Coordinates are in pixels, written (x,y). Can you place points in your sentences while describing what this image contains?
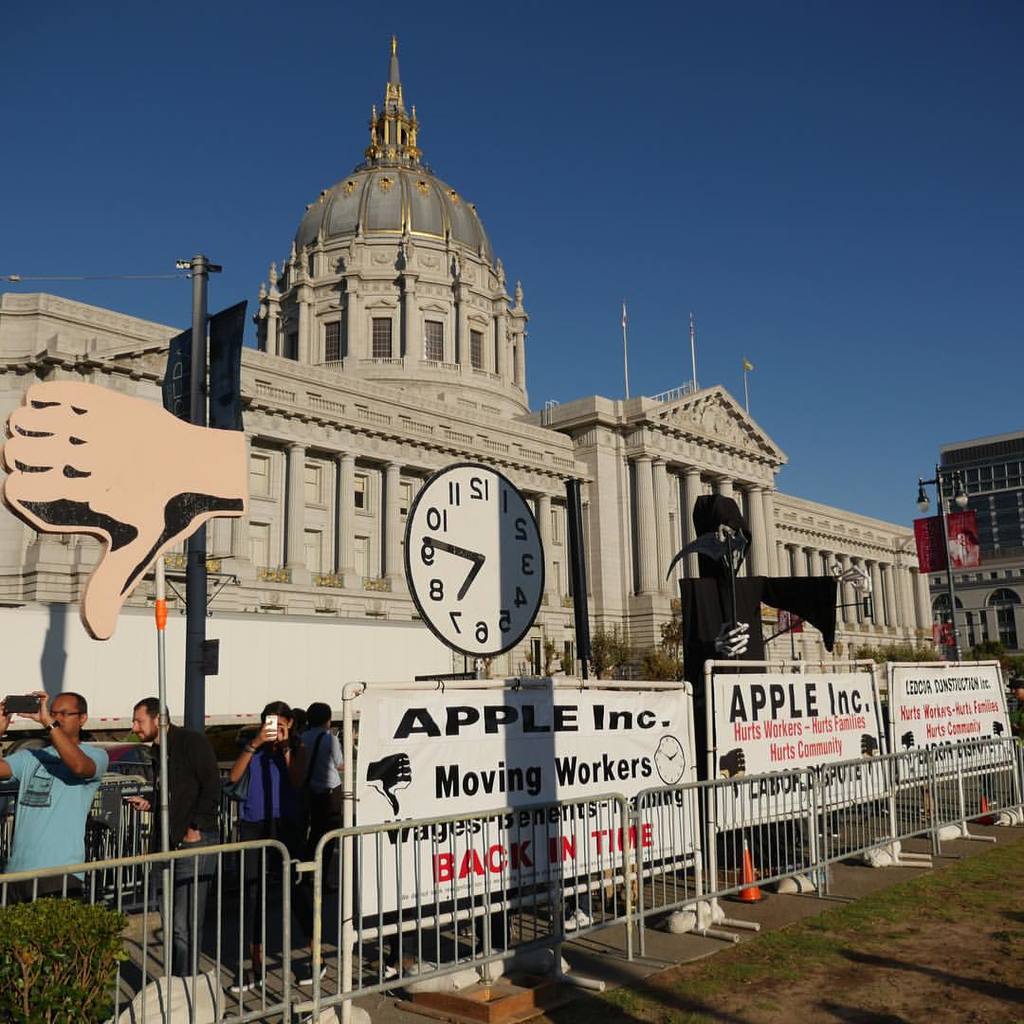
In this image I can see the railing (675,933). To the side of the railing (539,889) there are many boards (468,804) and I can see the text (641,725) apple is written on it. To the side of the board (446,767) there are many people (179,801) standing and wearing the different color dresses (186,777) and I can see two people (106,759) with the mobiles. In the back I can see the clock (445,572) and building (429,427). I can also see some poles (578,645). In the background (657,167) there is a blue sky (612,185).
